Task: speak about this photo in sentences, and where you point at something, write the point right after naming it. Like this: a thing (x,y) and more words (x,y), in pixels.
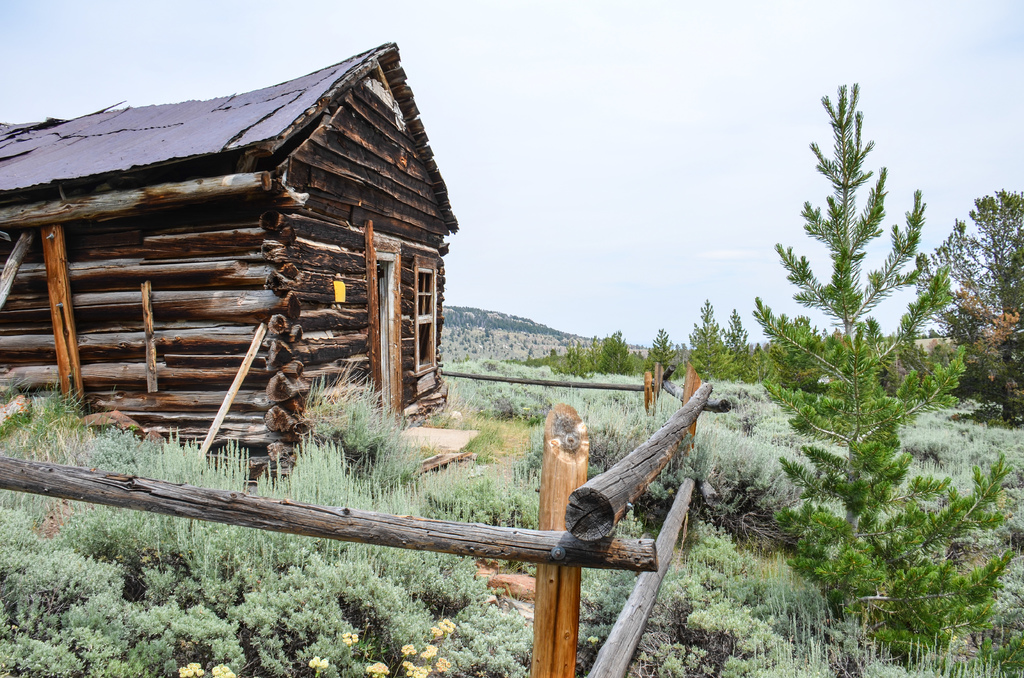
In this picture there is a wooden house (244,261) and there is a wooden railing (686,374). At the back (581,339) there is a mountain (446,314) and there are trees (812,345). In the foreground (451,621) there are flowers (412,649). At the top (620,169) there is sky (620,169).
